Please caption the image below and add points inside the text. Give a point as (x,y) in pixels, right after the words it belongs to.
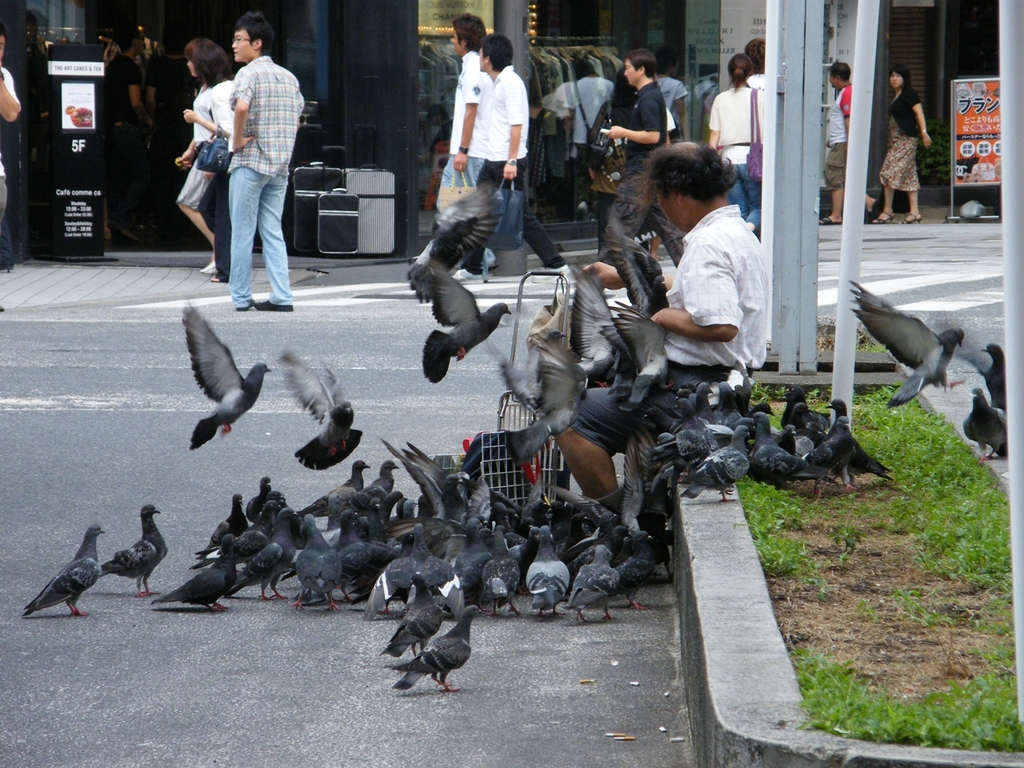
Here we can see birds (605,510), grass (985,737), poles (835,365), boards (957,169), bags (350,216), and few persons (250,28). In the background (561,85) we can see glasses (688,24), clothes (441,76), and a pillar (372,62).
